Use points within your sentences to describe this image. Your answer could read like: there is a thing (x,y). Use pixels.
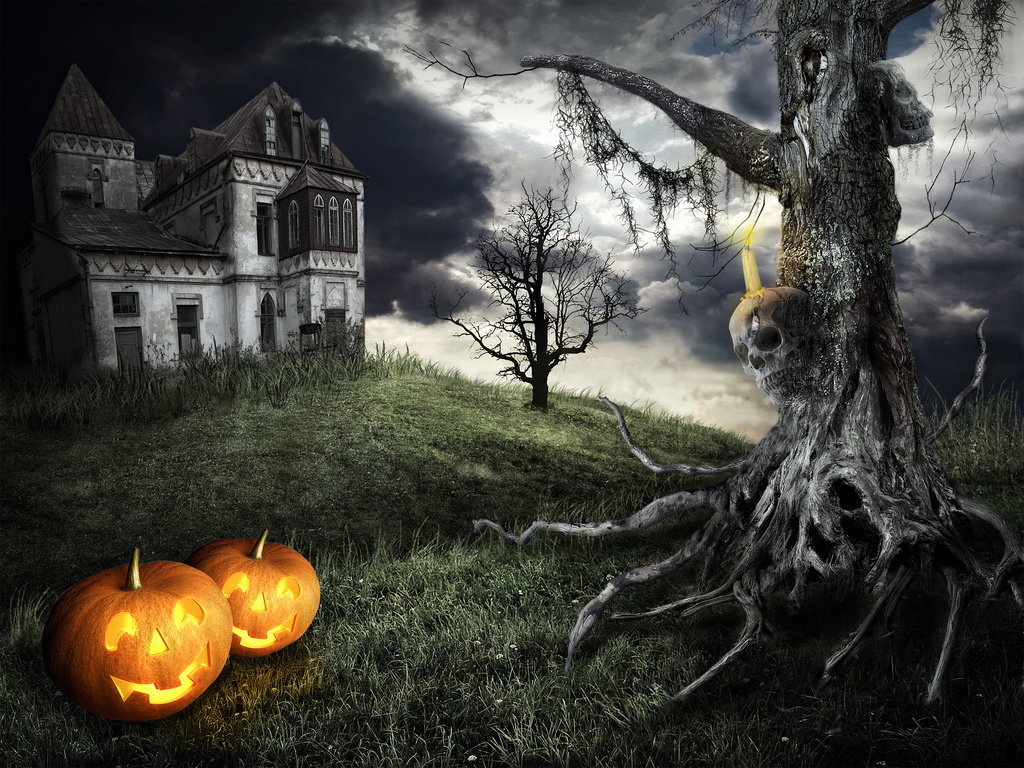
In this image we can see dry trees (838,415) and pumpkins (241,616) on the grassy land (447,574). Left side of the image (196,265) house (158,260) is there. Background of the image (986,216) sky (689,252) is covered with clouds (976,187). Two skulls (779,334) are attached to the tree (830,329).
